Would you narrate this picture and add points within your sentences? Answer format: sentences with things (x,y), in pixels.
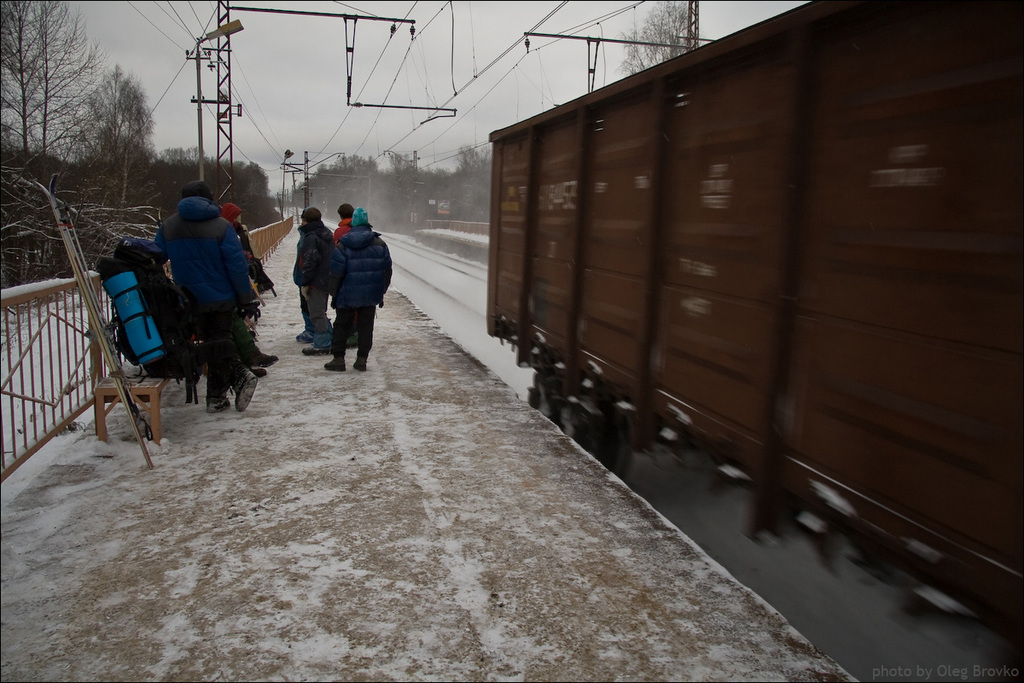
This is a railway station (647,460). On the right side (928,473), I can see a train (540,303) on the railway track (451,326). Beside this few people (350,281) are wearing jackets (229,293) and standing on the platform (191,546) and also there is a bench (139,386) on which I can see few bags (123,351). At the back of it I can see the railing (47,329). In the background (221,192) there are some trees (221,192) and poles (222,81) along with the wires (176,20). On the top of the image (135,31) I can see the sky (116,30).
